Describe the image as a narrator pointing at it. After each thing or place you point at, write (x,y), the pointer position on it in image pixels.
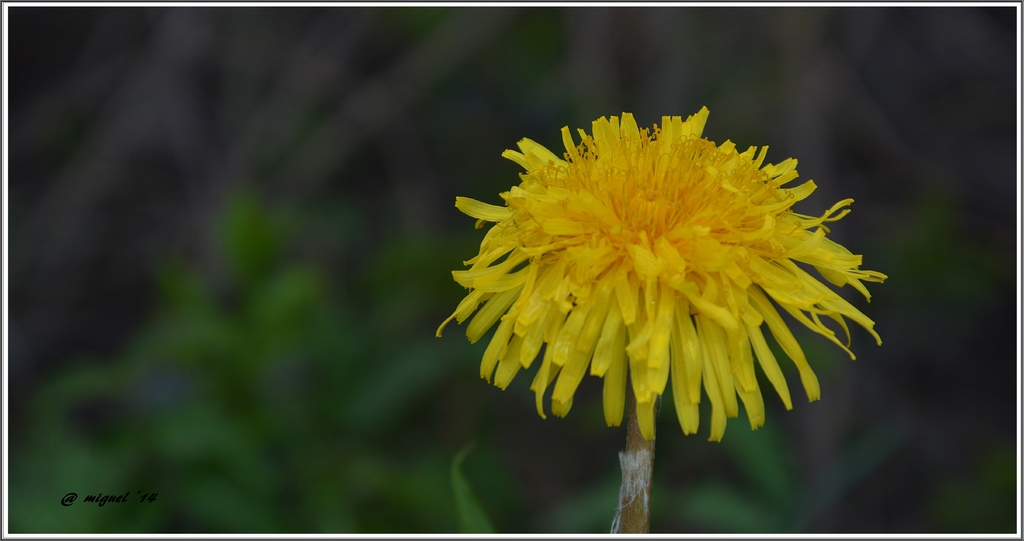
In this picture there is a yellow color flower (828,237) on the right side of the image (770,248) and the background (272,210) area of the image is blur.
